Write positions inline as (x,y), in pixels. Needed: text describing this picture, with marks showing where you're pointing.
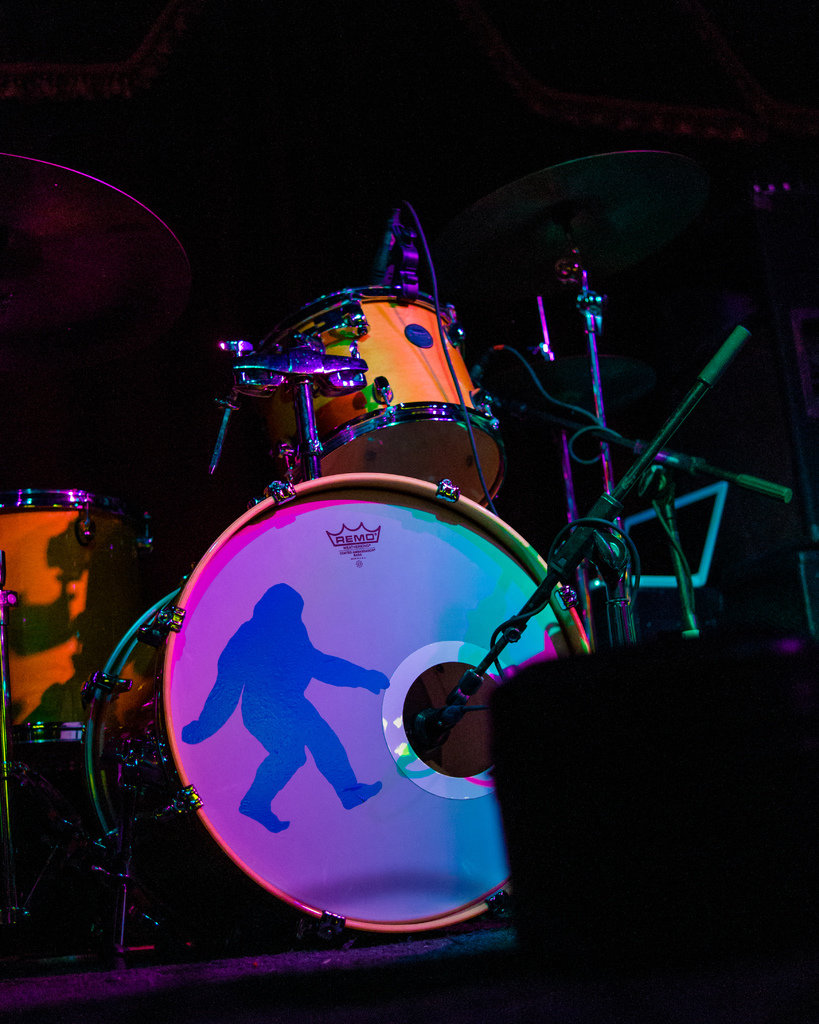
The foreground (212,989) is blurred. In the center of the picture (482,664) there are drums (515,609), stands (601,500), cables (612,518) and other objects (53,305). At the top (302,64) it is dark.
